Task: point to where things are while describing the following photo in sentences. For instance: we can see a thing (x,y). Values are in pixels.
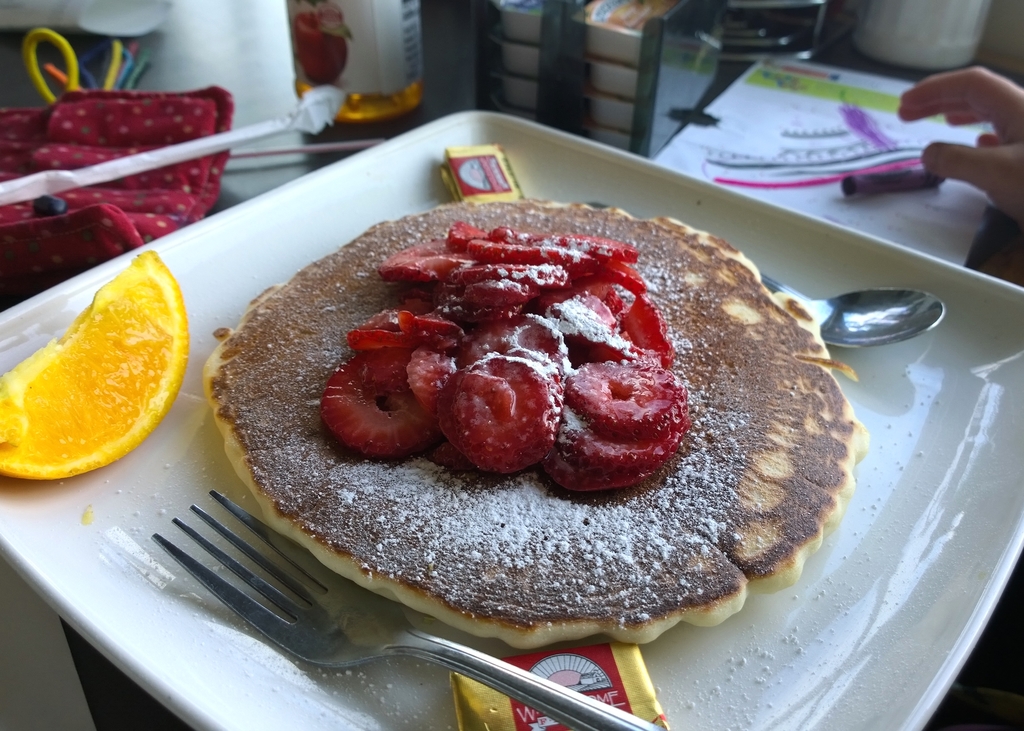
At the bottom of the image (126,693) there is a table (29,718), on the table (443,92) there are some plates (848,258) and spoons (830,317) and food (358,246) and fruits (5,449) and cloth (104,141) and bottle (418,95) and paper (788,119) and hand (921,99).
